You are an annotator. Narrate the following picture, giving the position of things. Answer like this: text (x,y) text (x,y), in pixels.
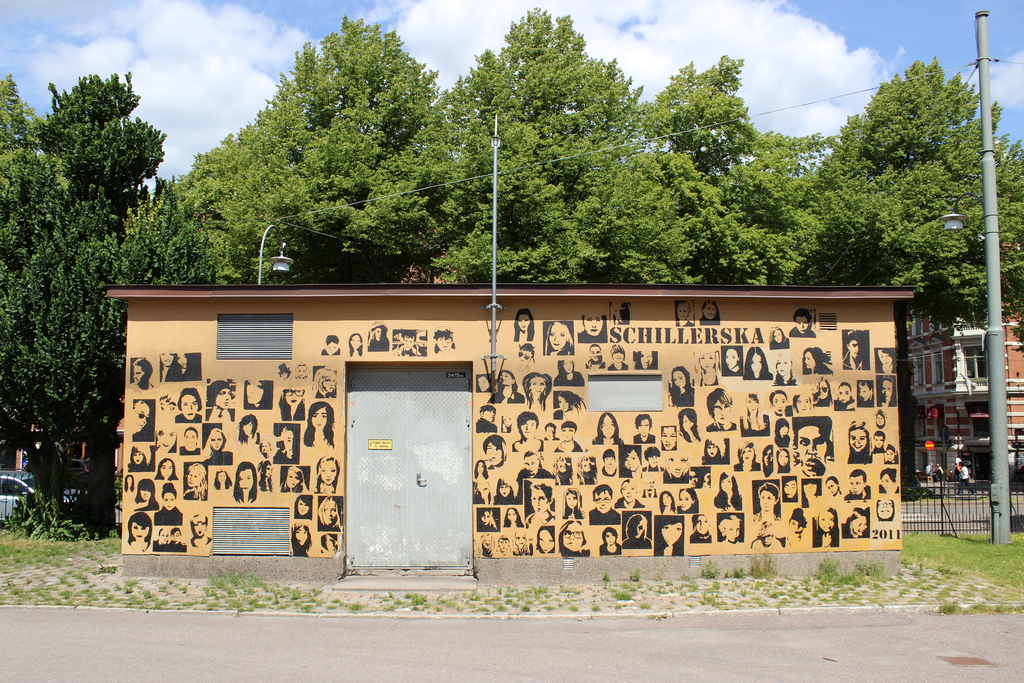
In this image, I can see a shelter (445,462) with windows (267,346), a door (365,451) and a pole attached to a wall (628,489). In front of the shelter (453,505), I can see a pathway (445,645). On the left (119,523) and right side of the image (903,511), there are iron grilles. On the left side of the image (28,502), I can see a vehicle (2,502) and plants (54,520). On the right side of the image (951,471), there is grass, a building (965,440), a person (958,478) and poles (999,450). Behind the shelter (297,312), I can see a light pole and there are trees (890,260). In the background (821,54), I can see the sky (176,45).
